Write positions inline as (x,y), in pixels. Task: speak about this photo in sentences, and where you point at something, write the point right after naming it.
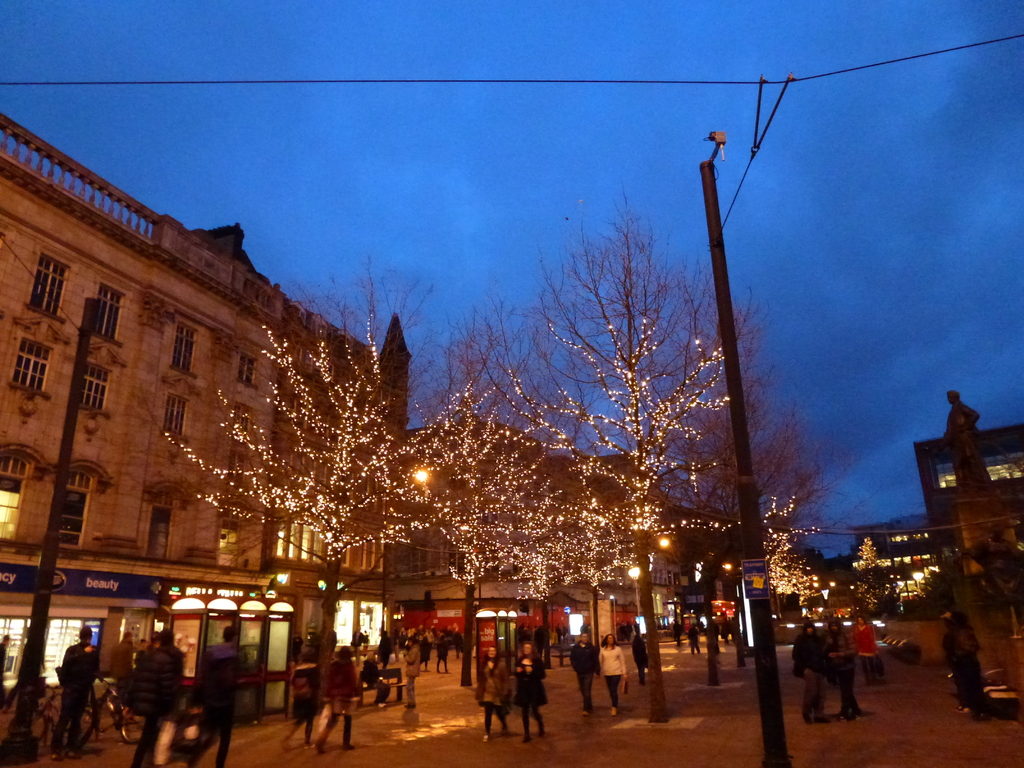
As we can see in the image there are trees (467,497), street lamps (632,575), few people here and there, buildings (24,245), pole (711,216), bird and sky (345,178). The image is little dark.
